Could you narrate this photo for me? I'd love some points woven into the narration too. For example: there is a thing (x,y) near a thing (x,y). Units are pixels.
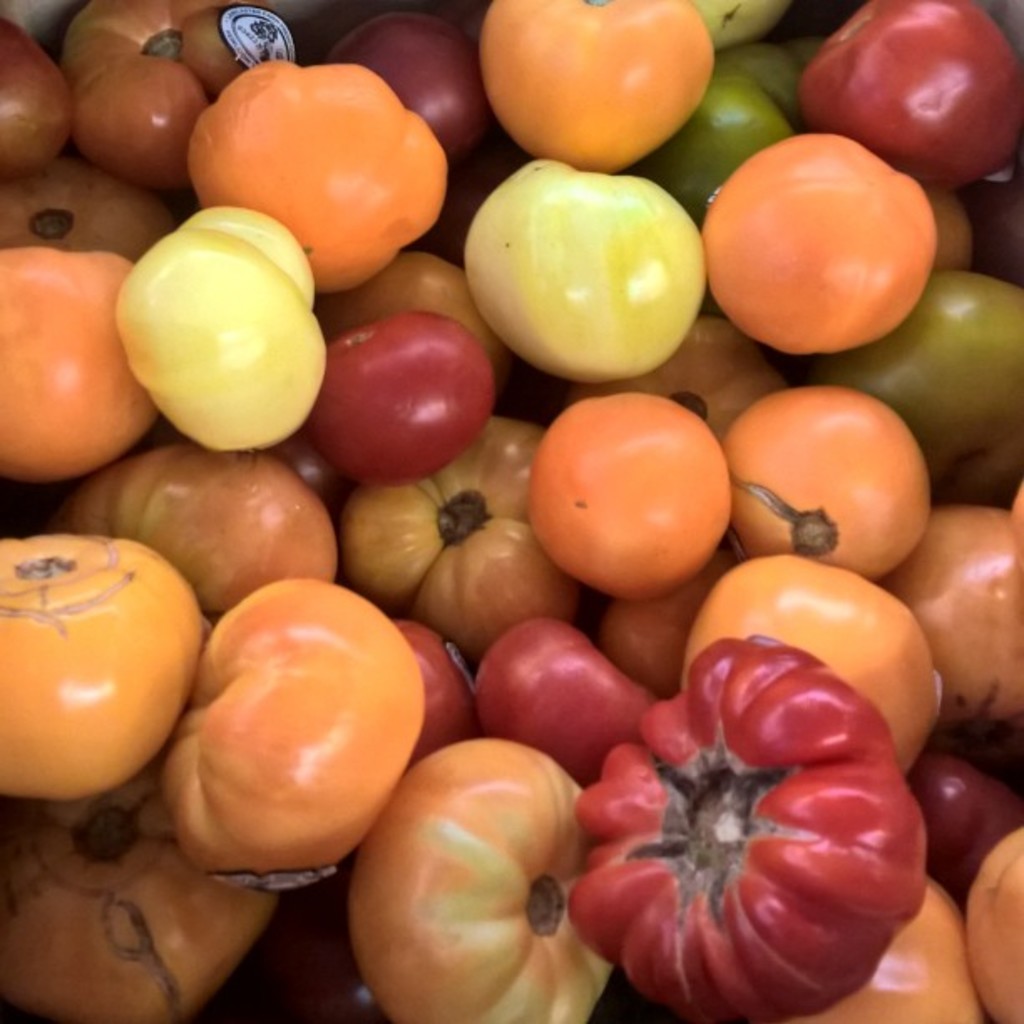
In this picture we can see a group of tomatoes (258,119) in different colors.
